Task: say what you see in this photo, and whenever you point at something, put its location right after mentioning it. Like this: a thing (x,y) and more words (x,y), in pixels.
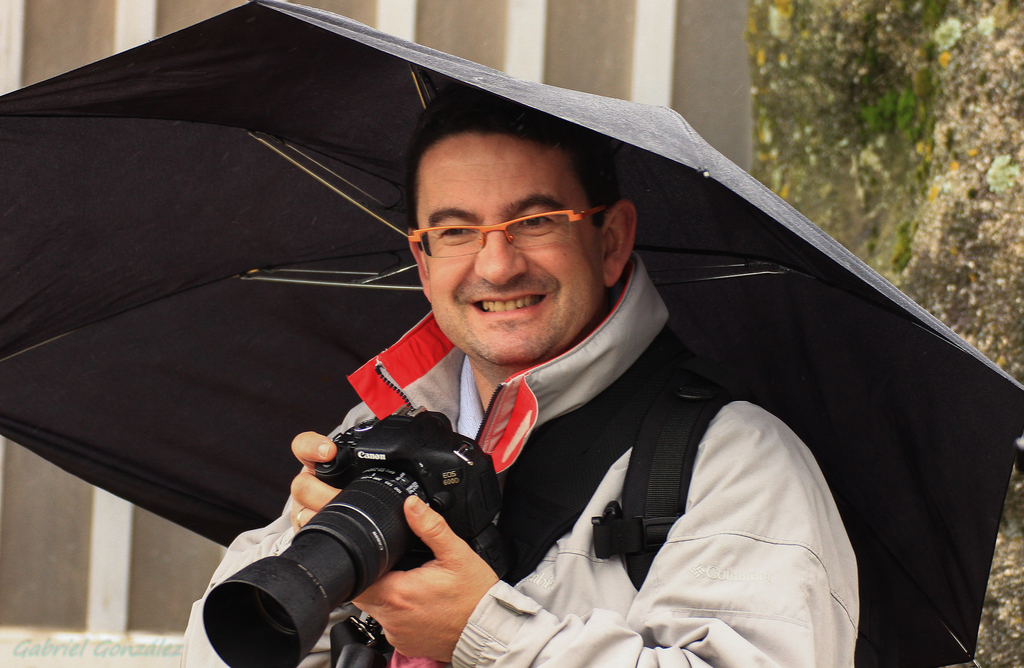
In this picture there is a man (588,228) standing holding a camera (358,556) in his hands (445,624) and smiling, he is also under an umbrella (90,195).
